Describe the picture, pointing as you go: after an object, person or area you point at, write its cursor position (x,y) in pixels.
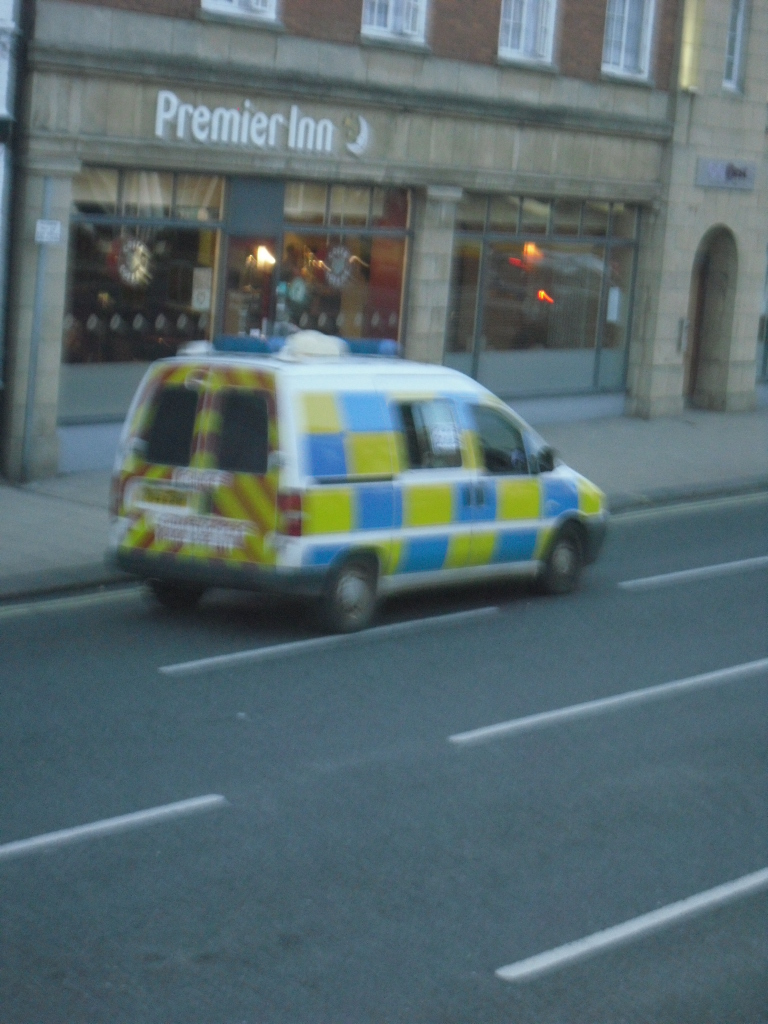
In this image I can see there is a car (515,572) on the road (384,628). And at the side there is a building (370,164) and windows (213,247). And there are a light (269,263) and objects (303,256) in it.
